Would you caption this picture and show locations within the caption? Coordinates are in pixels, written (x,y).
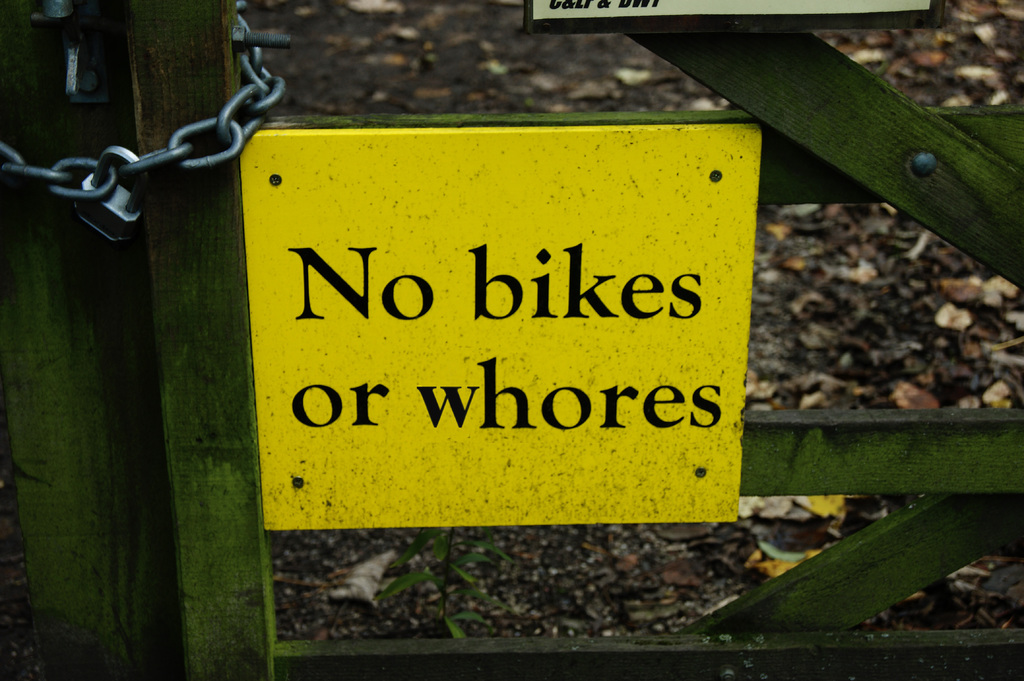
In this image, we can see a wooden fence (421,666), there is a yellow color board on the fence (780,163), we can see a chain (220,134) and a lock (104,214) on the left side (114,184).
